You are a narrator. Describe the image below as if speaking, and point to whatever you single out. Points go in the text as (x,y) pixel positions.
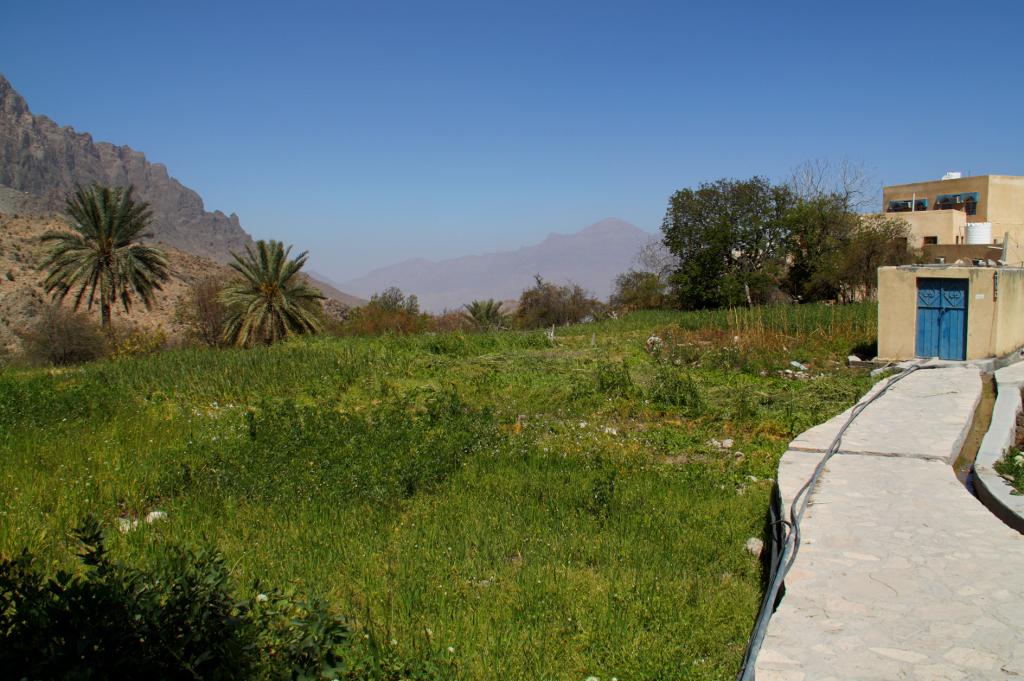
In this image we can see a few trees (236,295), plants (452,411), stones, grass (451,384), buildings (936,203), windows (959,203), doors (956,304) and mountains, in the background (659,134) we can see the sky (653,195).
